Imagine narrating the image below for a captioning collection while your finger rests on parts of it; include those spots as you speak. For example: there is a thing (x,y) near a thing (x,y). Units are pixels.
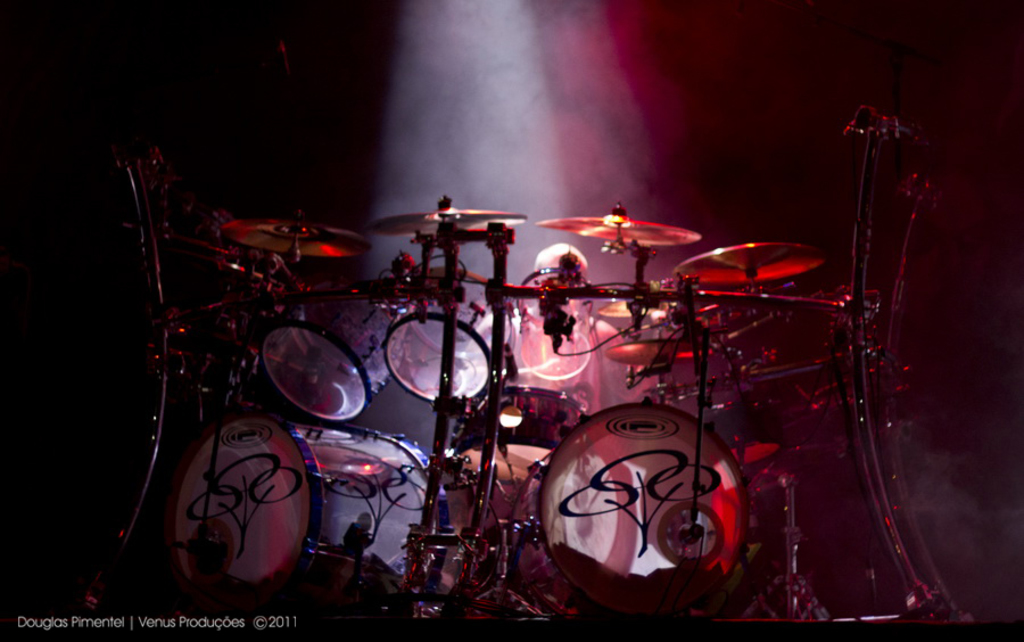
In the picture I can see drums (613,445) and a person (600,364) sitting there. The background of the image (5,70) is dark and here I can see the lights (396,129). Here I can see the watermark (237,625) on the bottom left side of the image (150,627).
